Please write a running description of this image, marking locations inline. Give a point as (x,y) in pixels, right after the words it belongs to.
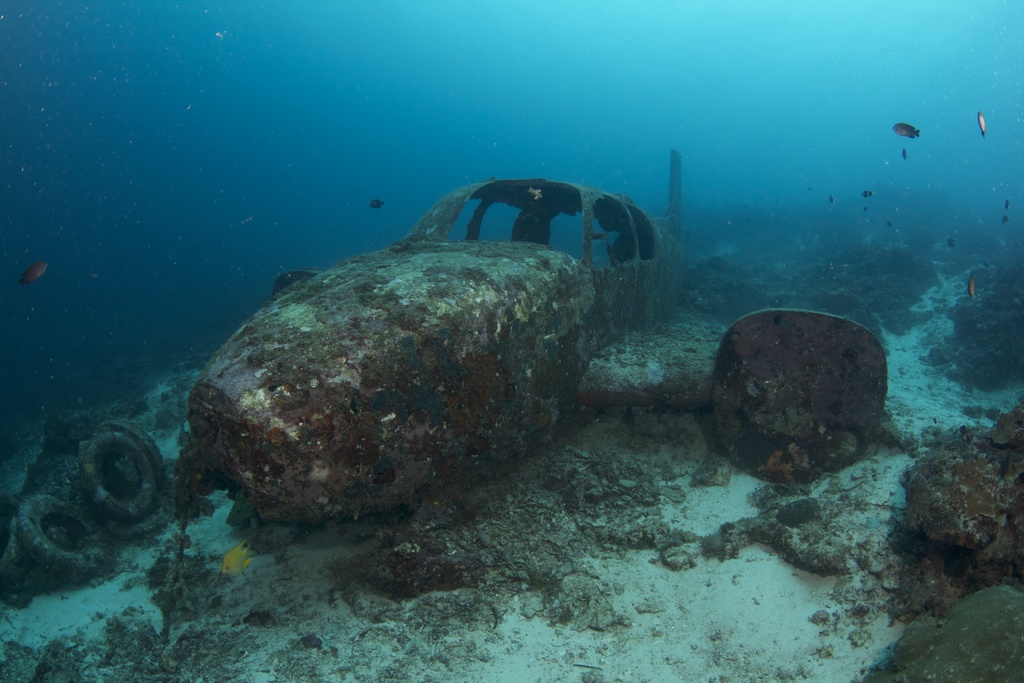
This is underwater. There are fishes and a crashed plane (327,287) with rusted body (438,378). Also there are some other objects (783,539) in the water (130,270).
